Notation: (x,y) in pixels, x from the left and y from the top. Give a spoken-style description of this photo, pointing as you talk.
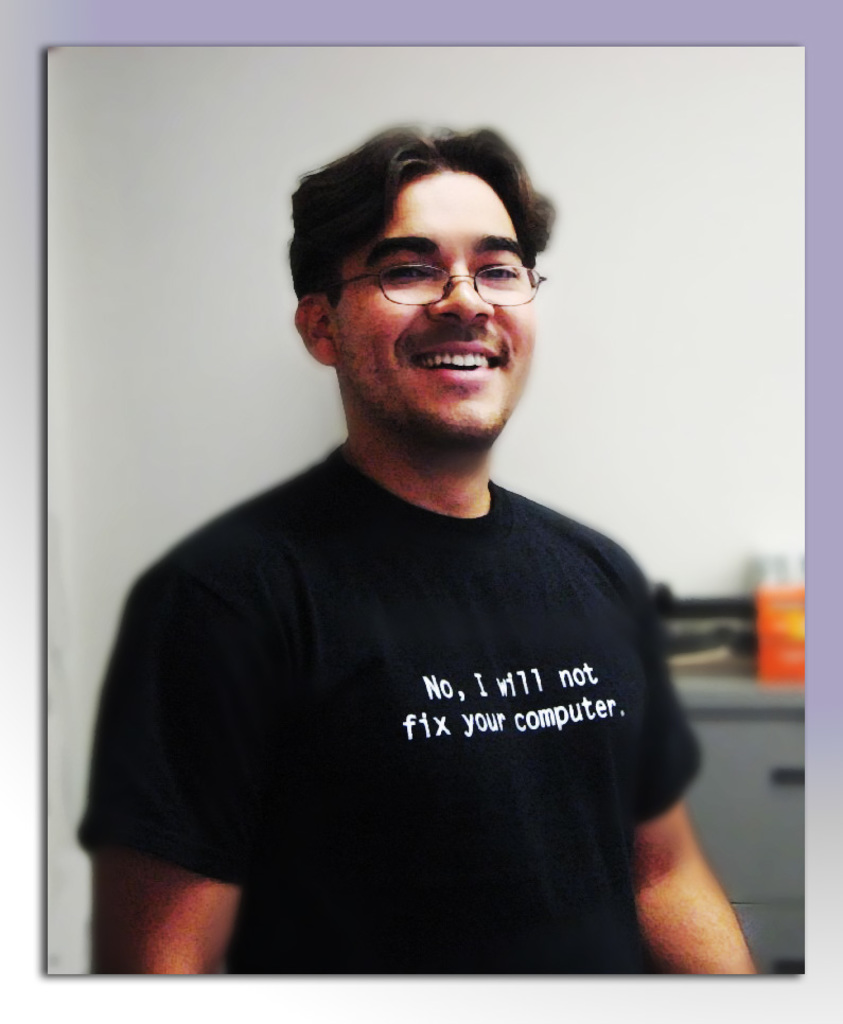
In this image in the center (321,641) it looks like there is a photo (146,444), in the photo (462,343) we could see one person (426,396) standing and smiling and he is wearing a black t-shirt (510,702). On the t-shirt (510,702) there is text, and there is blurry background (702,343) and it seems that there is wall (745,514).
